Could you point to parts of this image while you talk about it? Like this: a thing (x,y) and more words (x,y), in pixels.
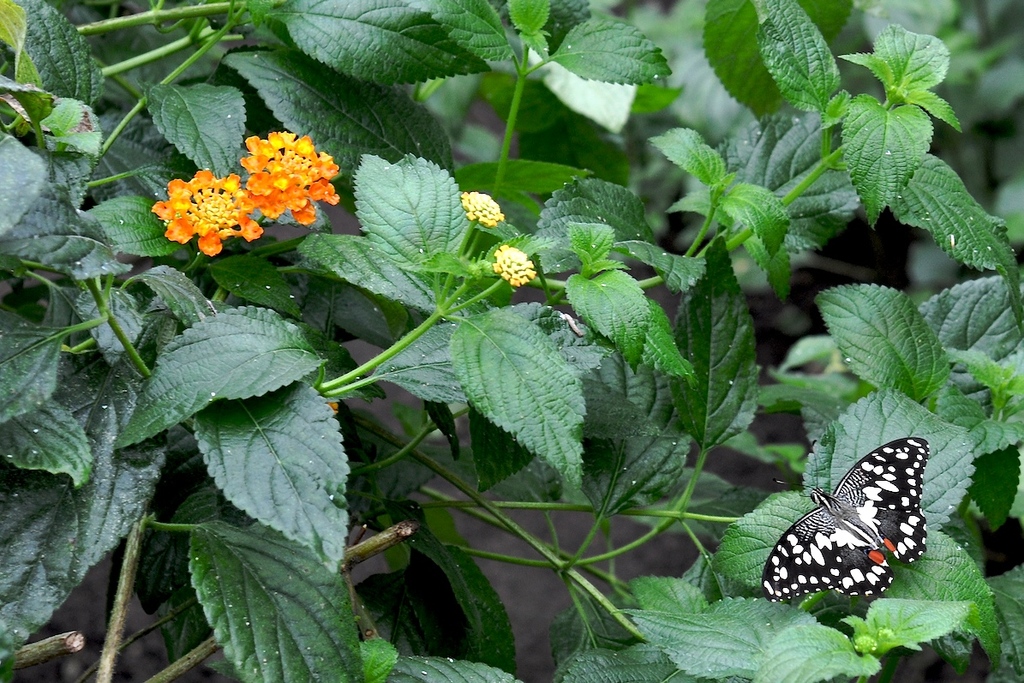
In this image I can see a butterfly (863,526) on flower plants (352,262).
